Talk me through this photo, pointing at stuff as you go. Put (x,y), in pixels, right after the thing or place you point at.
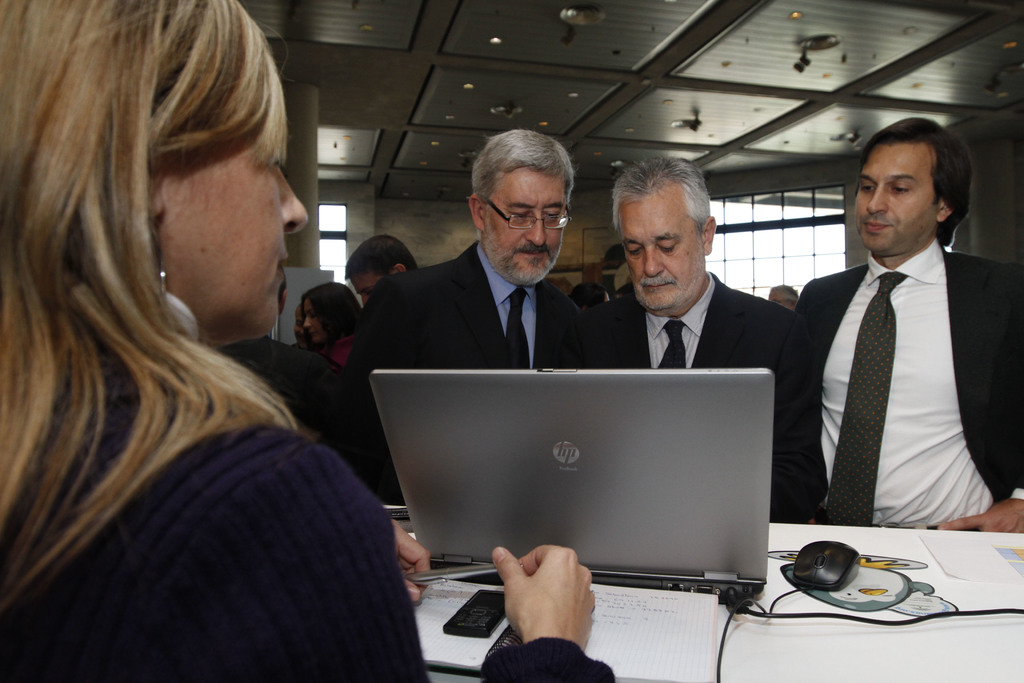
In this image, we can see a group of people (963,260). Here there is a laptop (683,504), mouse (845,560), mobile (455,621), book (657,642), papers (1022,577) are on the white surface (923,669). Background (1010,243) there is a wall (563,253) and pillar (314,180). top of the image (614,114), there is a ceiling (630,140) with lights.
